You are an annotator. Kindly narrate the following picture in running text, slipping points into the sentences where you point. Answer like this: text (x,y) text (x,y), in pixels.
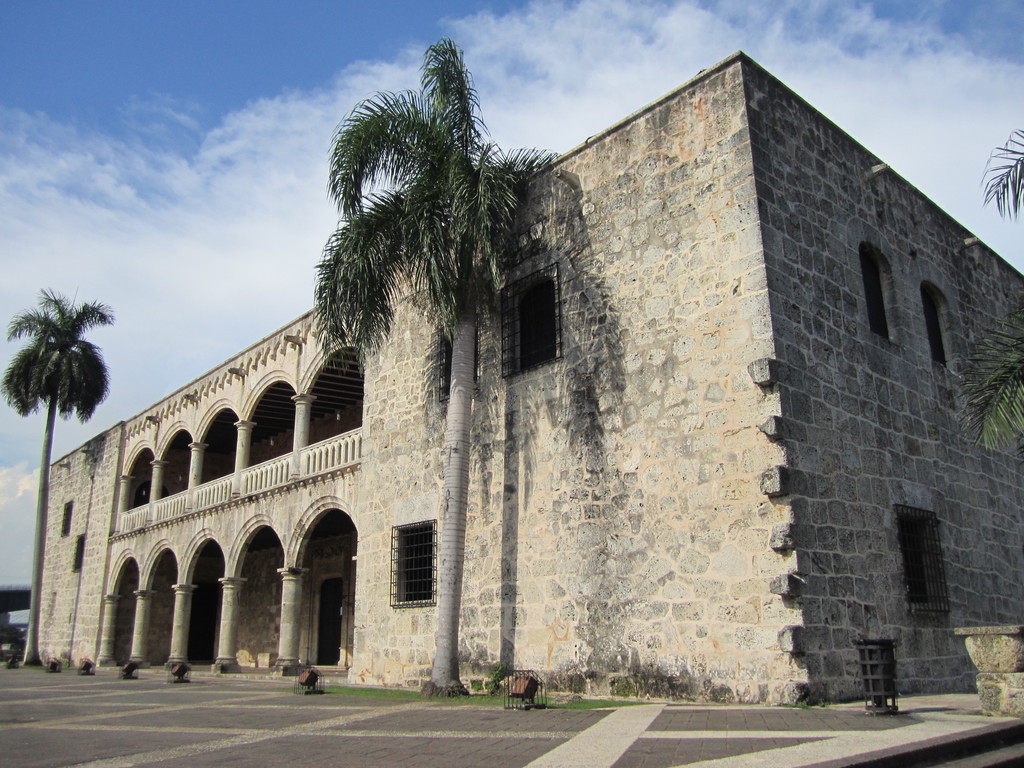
In this picture we can see a building (525,359) made of stones (577,420) in front of which we have trees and a walking path (453,732). Here the sky (223,133) is blue.
